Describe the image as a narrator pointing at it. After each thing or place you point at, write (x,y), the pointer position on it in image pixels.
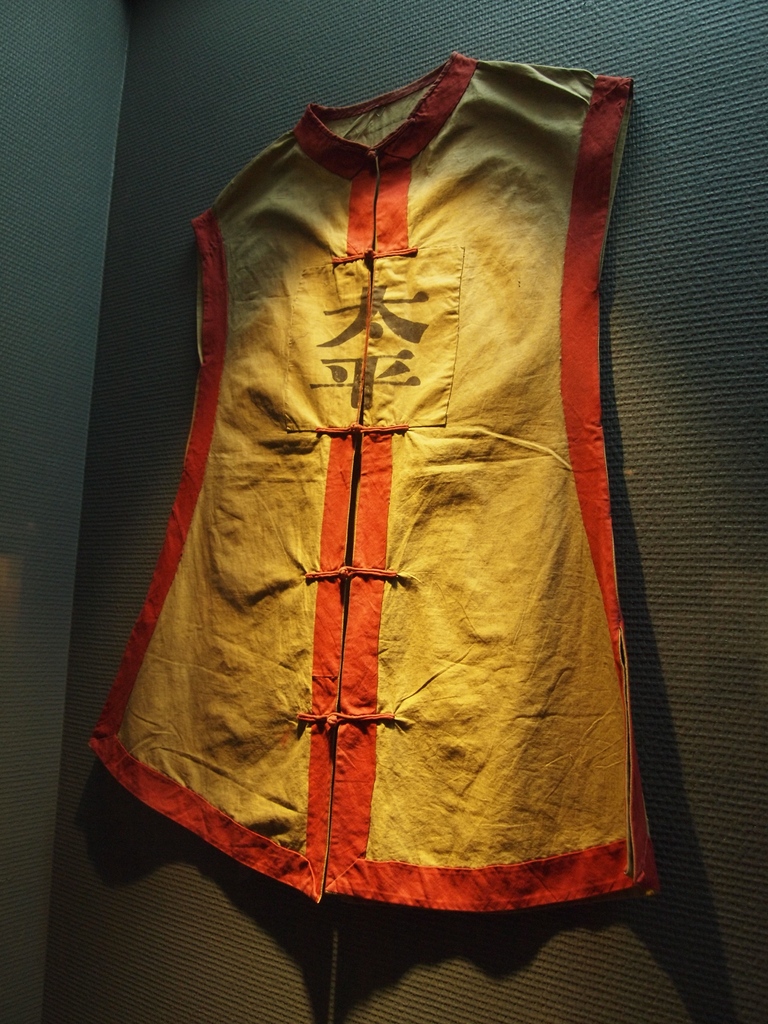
In this image we can see a jacket (227,215) attached to the wall (47,638).
